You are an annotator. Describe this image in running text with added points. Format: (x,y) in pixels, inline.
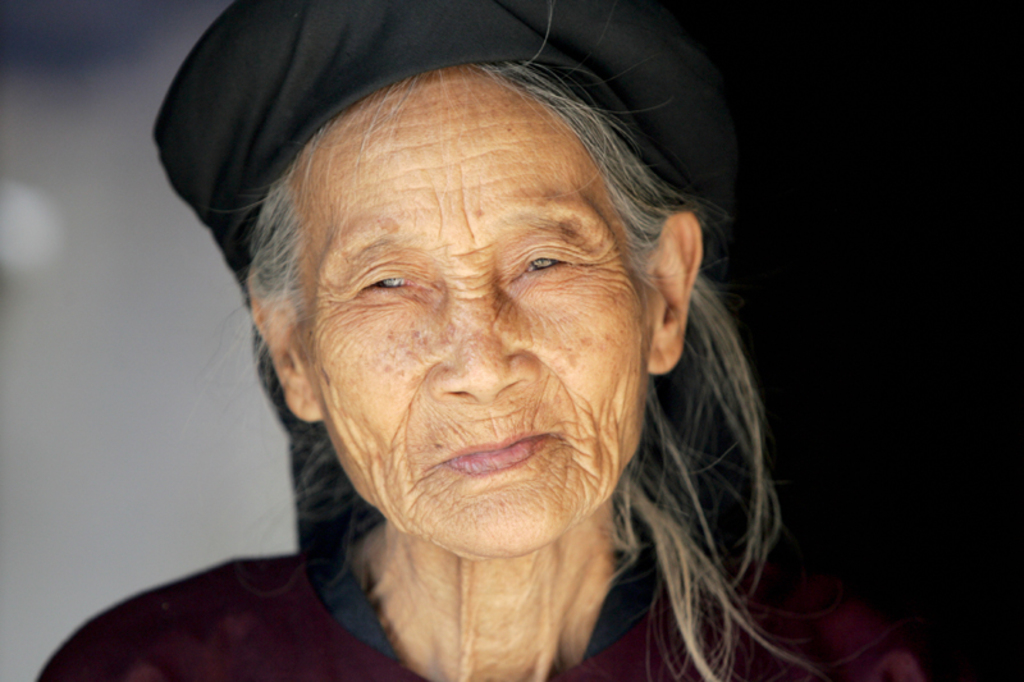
In this image there is a woman (333,460), in the background (834,274) it is blurred.
